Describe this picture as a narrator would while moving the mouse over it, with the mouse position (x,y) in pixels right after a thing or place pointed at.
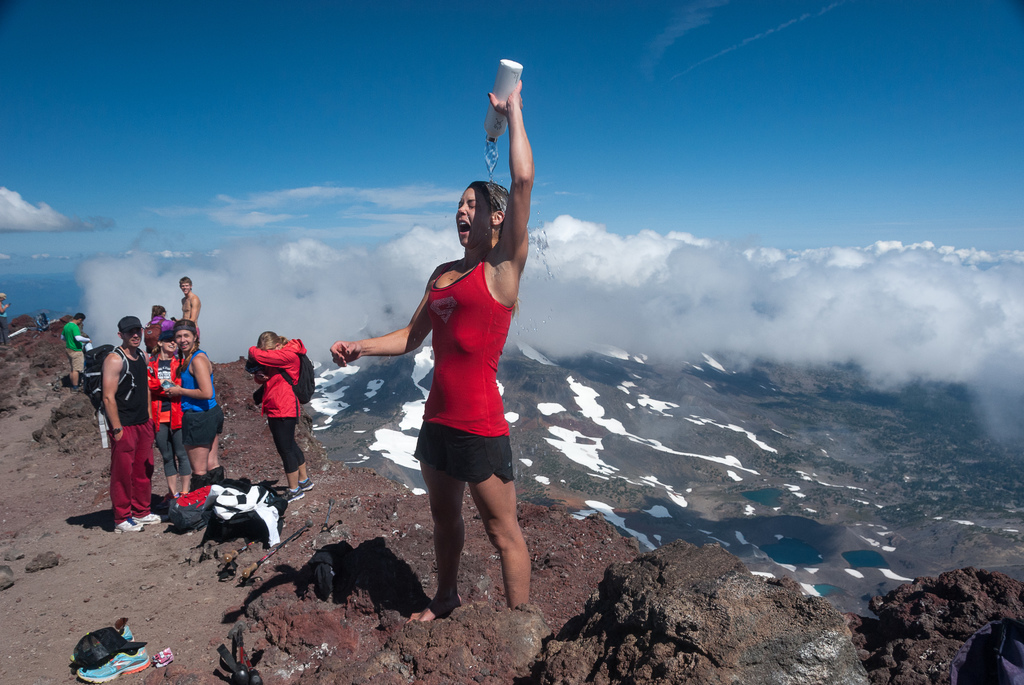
In this image in the foreground (471,422) there is one woman (452,402) who is standing, and she is holding a bottle (499,123) and pouring water (487,151) on herself. On the left side (165,396) there are some people (210,385) who are standing and some of them are wearing bags (102,382), at the bottom (936,636) there are some mountains (174,623) and we could see some bags (240,507), cap (108,651), hat (91,653) and some shoes (136,655). In the background (544,379) there are some mountains (824,490), on the top of the image (373,168) there is sky (622,150).
